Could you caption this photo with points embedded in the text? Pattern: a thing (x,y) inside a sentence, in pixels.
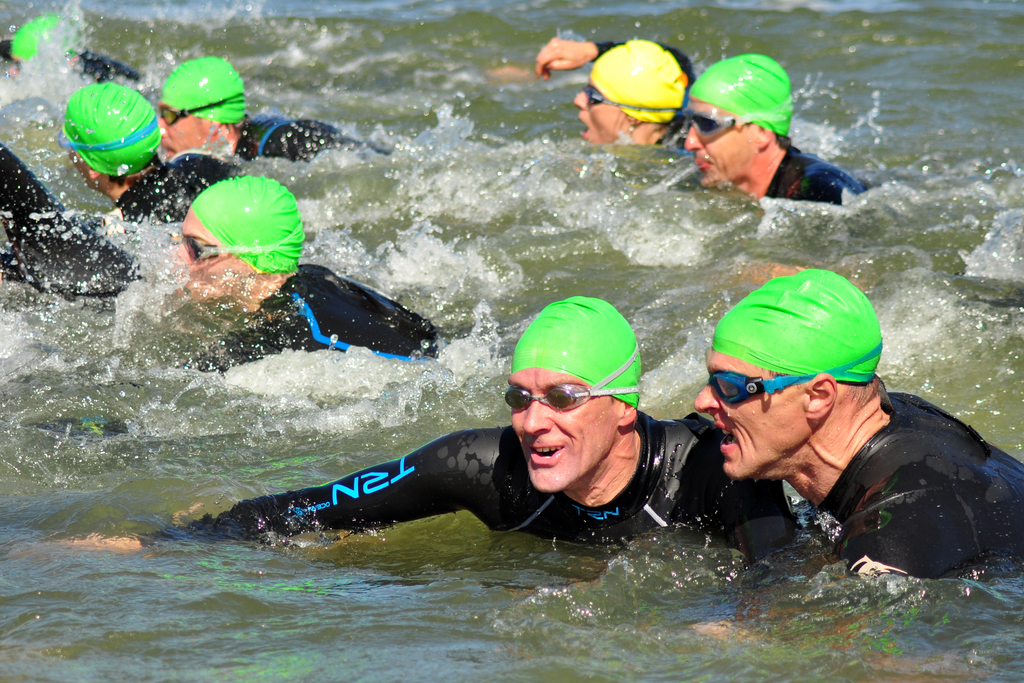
In this image I can see water (481,154) and in it I can see number of people (544,328). I can see all of them are wearing swimming costumes (197,186), swimming caps (276,184) and swimming glasses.
